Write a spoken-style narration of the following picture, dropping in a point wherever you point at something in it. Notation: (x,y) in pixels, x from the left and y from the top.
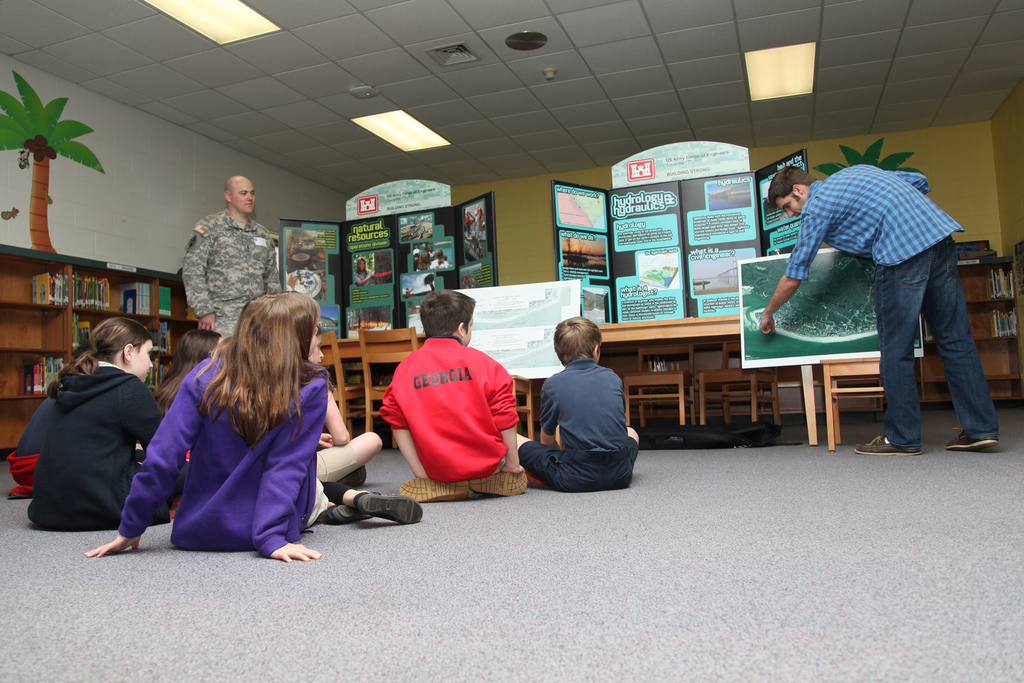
In this image I see few children (101,389) who are sitting on the floor (58,543) and I see 2 men (973,448) who are standing and I see there are racks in which there are few books (28,392). In the background (630,326) I see the chairs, table (604,334), 2 boards (589,300) and lights (778,55) on the ceiling (353,171).
